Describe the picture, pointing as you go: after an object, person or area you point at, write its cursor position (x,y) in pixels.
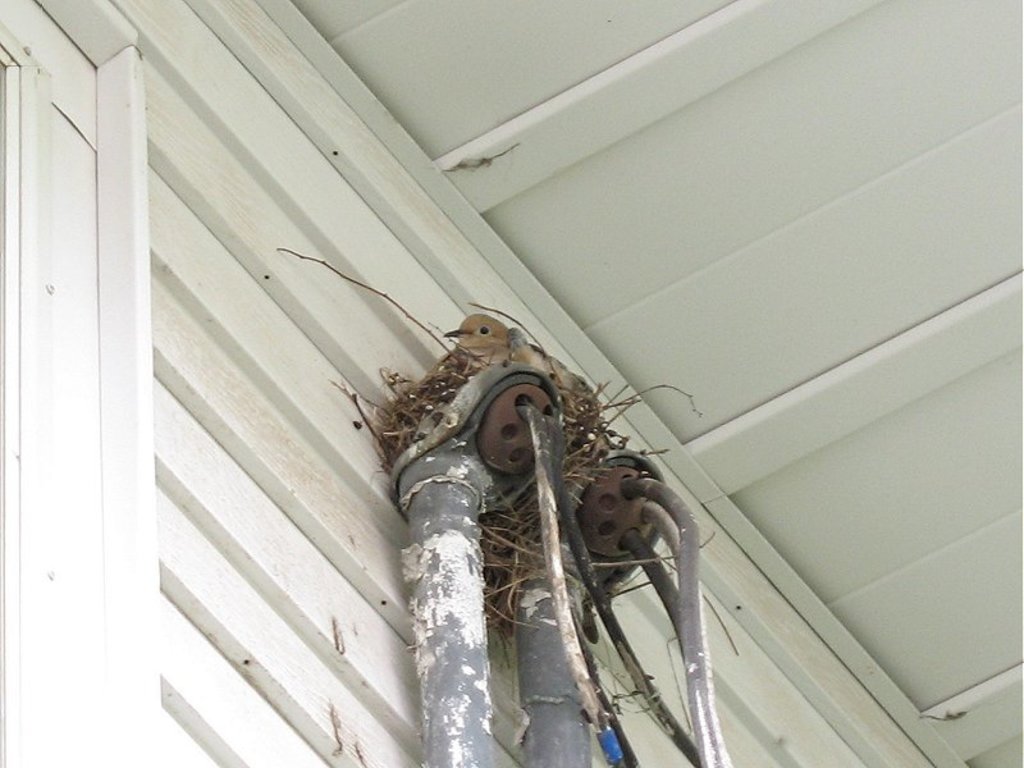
In this Image I can see two pipes (467,587). And there is a bird nest (414,409) in the top of the pipes (442,467). The bird (481,354) is in brown color. And I can see the white color shade (264,253).
